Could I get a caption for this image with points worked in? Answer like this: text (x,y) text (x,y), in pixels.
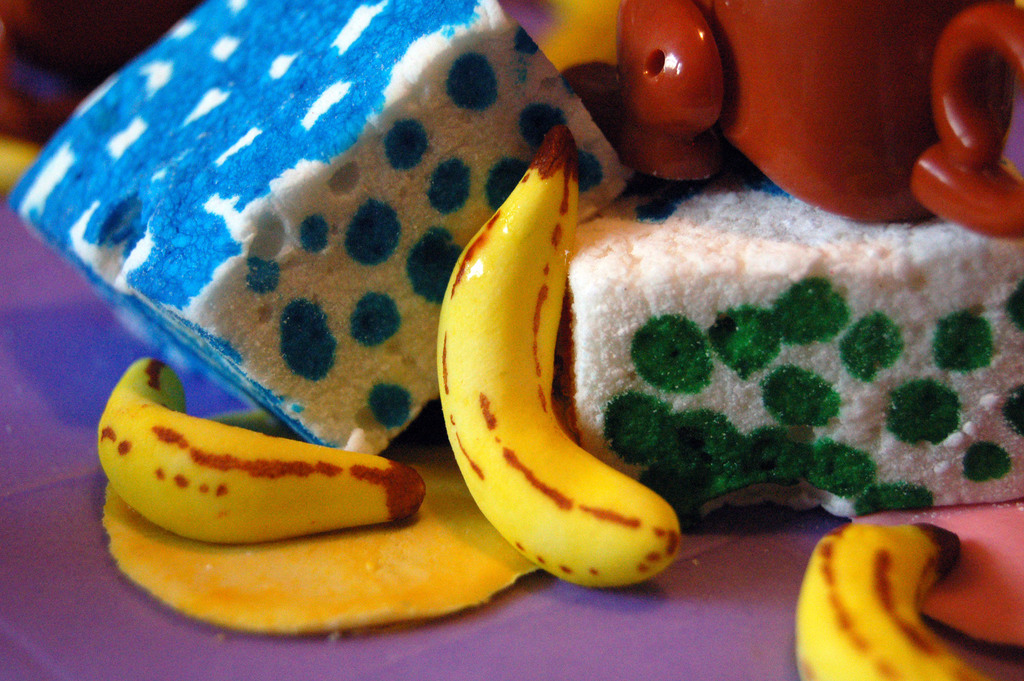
This image consists of toys (695,283). In the front (388,503), we can see bananas (560,302) and some objects (230,175) made up of thermocol (808,314) are kept on the desk (144,616).
